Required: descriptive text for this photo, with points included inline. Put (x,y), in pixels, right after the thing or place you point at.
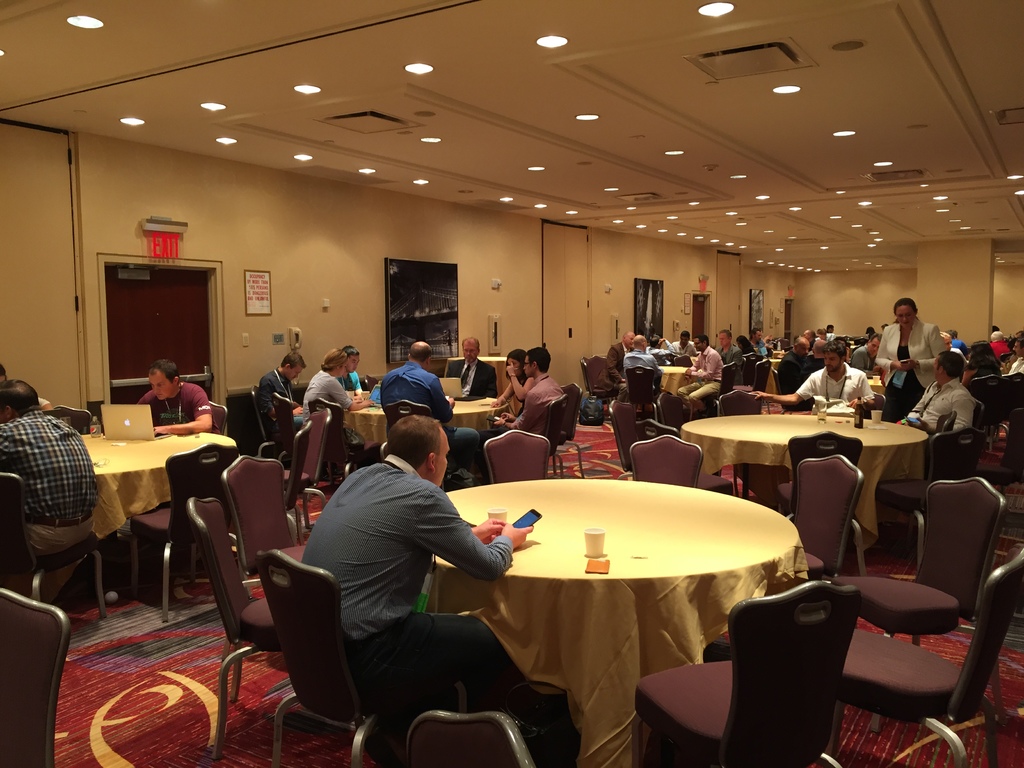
There are group of people (322,389) sitting on the chairs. This is a table (532,544) covered with cloth (651,569). I can see some empty chairs (271,545) leftover. This is a laptop (120,428) on the table (113,440). This is the poster (262,301) attached to the wall (298,278). these are the ceiling lights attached to the rooftop (709,31). I can see a woman (901,330) standing. These are the doors (575,314).
